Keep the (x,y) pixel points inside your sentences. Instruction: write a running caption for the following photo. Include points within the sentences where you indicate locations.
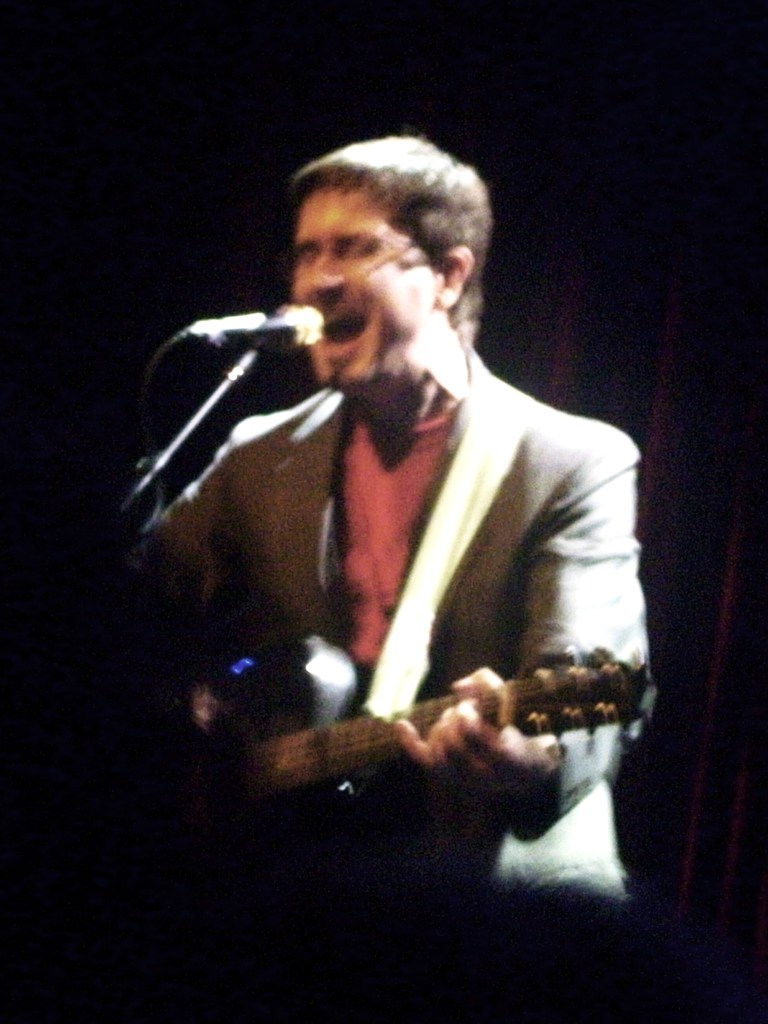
In this image there is a person (375,486) singing by playing a guitar (315,667) in his hand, in front of the person (334,270) there is a mic (287,338).
